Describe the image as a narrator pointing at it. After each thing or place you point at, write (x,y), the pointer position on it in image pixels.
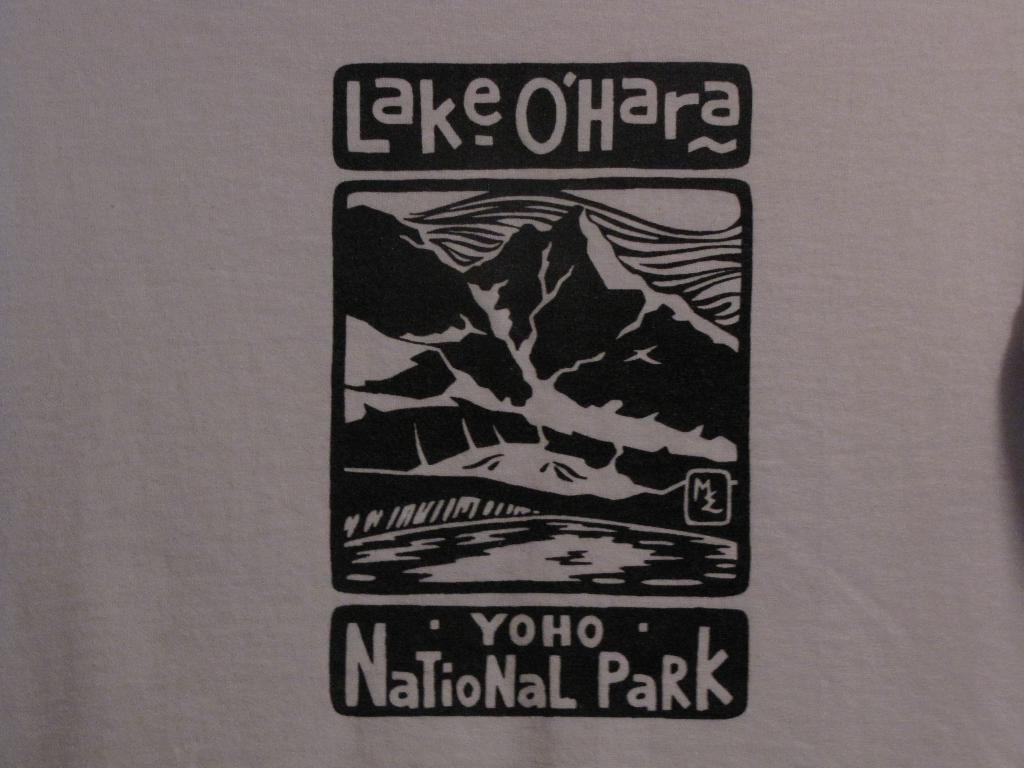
In this picture we can see an art (532,333) and text (708,107) on the plane surface (867,326).
